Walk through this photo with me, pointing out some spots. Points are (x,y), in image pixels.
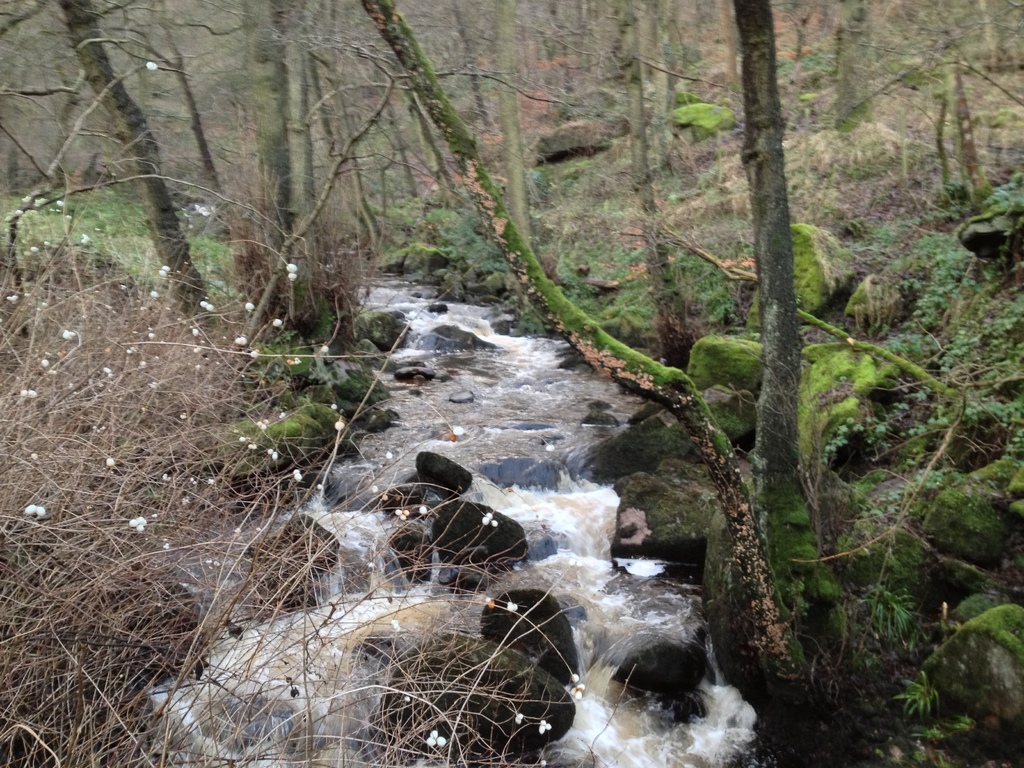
In this image I can see a plant (206,500) which is brown in color and few flowers (130,526) to it which are white in color. I can see few black colored rocks (447,531) and water (464,380) flowing on the ground (587,670). In the background (731,36) I can see few trees (780,413), few rocks (856,383) and some grass (732,207).
